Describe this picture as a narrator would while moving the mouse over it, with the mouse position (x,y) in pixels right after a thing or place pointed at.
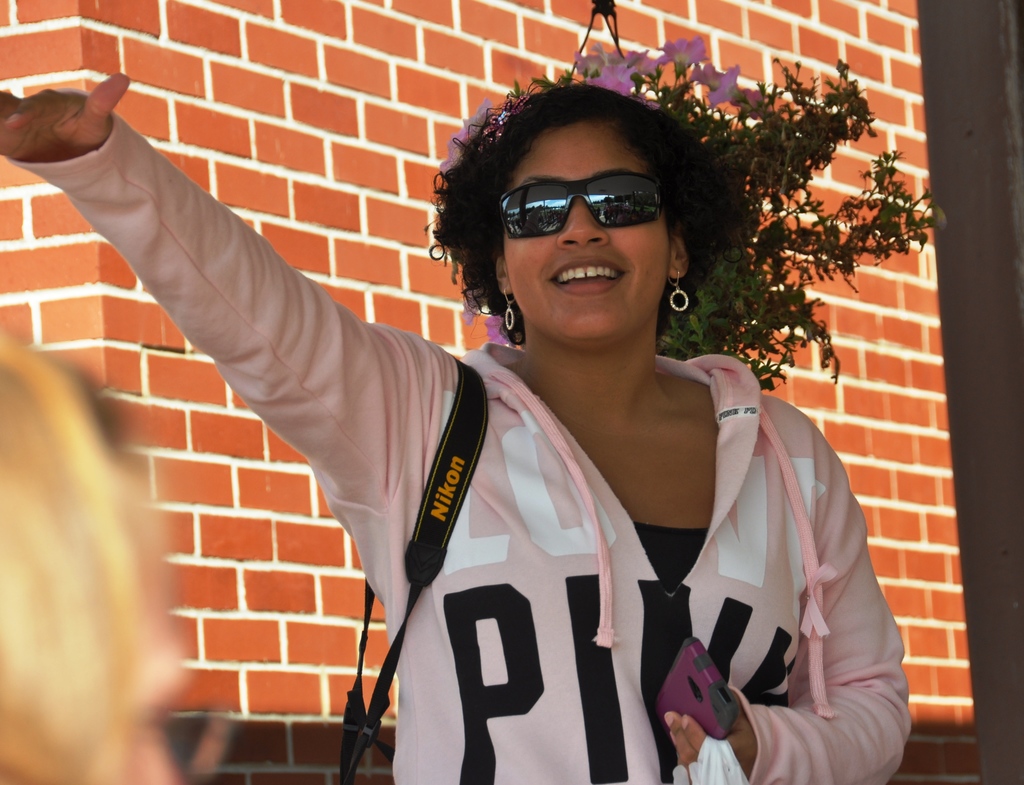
In this picture we can see a woman (498,409) wore goggles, holding a mobile (709,736), plastic cover (706,765) with her hand (697,725) and some objects (416,525) and at the back of her we can see the wall (276,75) and a plant (768,137) with flowers (647,51).
